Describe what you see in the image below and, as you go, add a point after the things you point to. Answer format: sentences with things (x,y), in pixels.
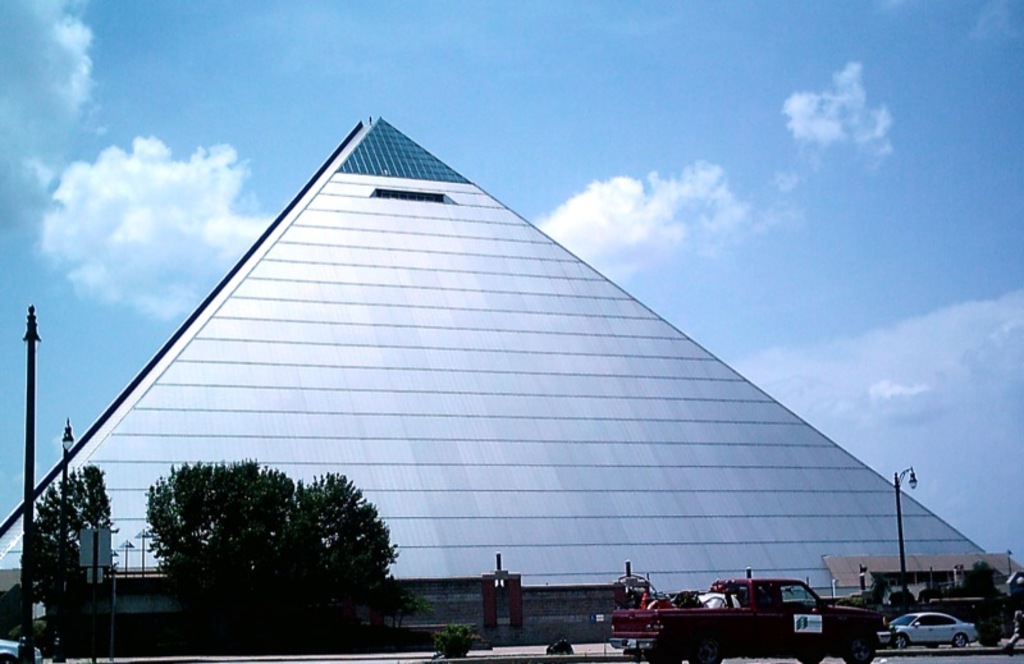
In this picture we can see a building (284,408), trees (337,543), vehicles (788,627), poles (903,542), some objects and in the background (218,200) we can see the sky (505,138) with clouds (93,212).
